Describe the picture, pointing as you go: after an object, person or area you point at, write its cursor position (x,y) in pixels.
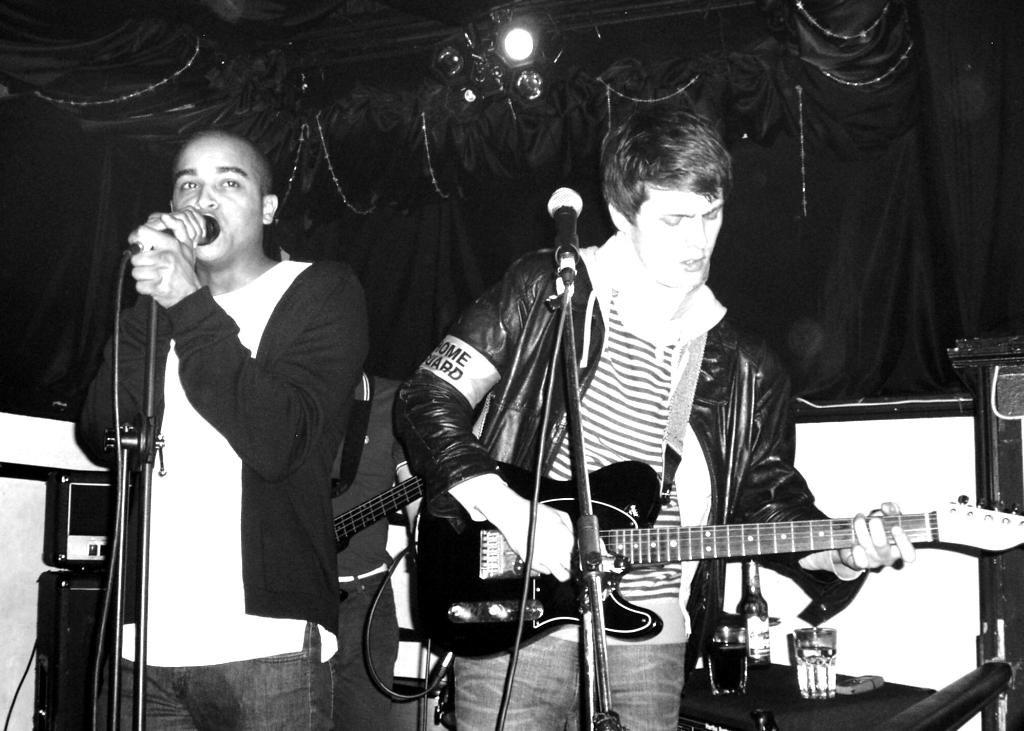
The person (241,347) wearing a black jacket (259,376) is singing in front of a mike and the person (528,417) beside him is playing guitar (618,533) in front of a mike (592,530).
